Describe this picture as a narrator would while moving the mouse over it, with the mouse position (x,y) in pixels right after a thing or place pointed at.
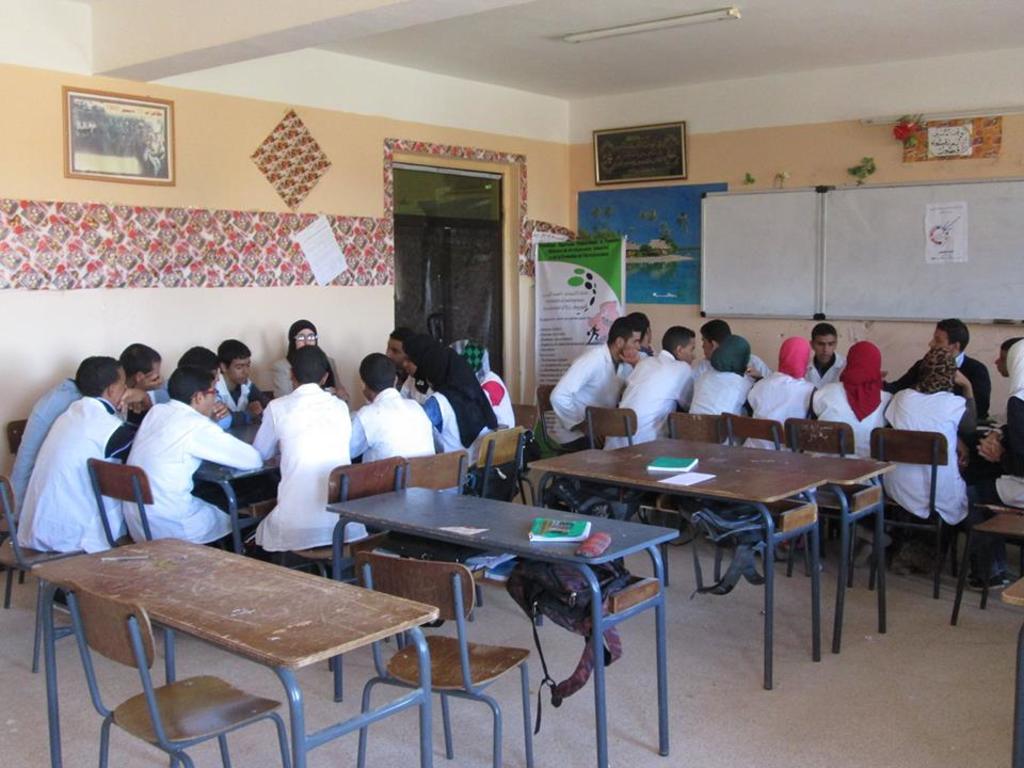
In the image there are group of people (807,398) sitting on chair (696,419) in front of a table (244,423). On table (586,518) we can see a book (563,531), pouch (595,544), bag (557,576) on right side (899,252) we can also see a white color board (839,267) and a paintings (658,231), hoarding (588,276). on left side (108,133) we can see a photo frame (108,133), paper (326,261) in middle (466,287) there is a door (476,305) which is closed. On top (491,42) there is a roof (582,26) with light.
